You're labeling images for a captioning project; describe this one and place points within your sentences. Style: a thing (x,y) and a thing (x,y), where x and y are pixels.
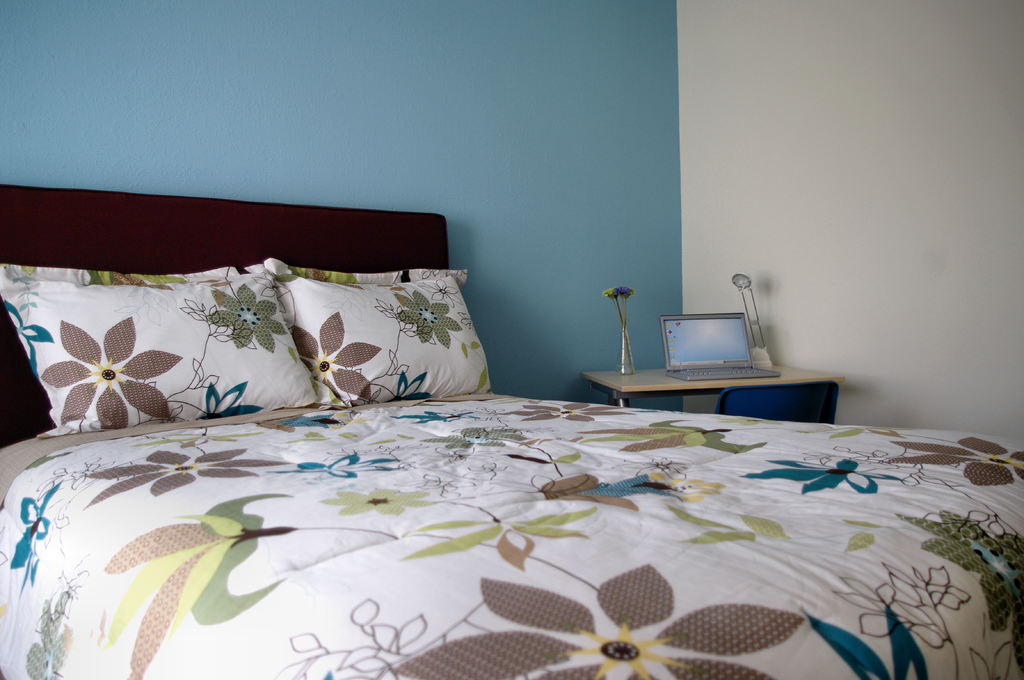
In this image I can see a bed (587,453) and two pillows (217,270). Here on this table (665,390) I can see a laptop (688,325), a flower (623,289) in flower vase (622,329), a lamp (755,346) and a chair (811,419).
